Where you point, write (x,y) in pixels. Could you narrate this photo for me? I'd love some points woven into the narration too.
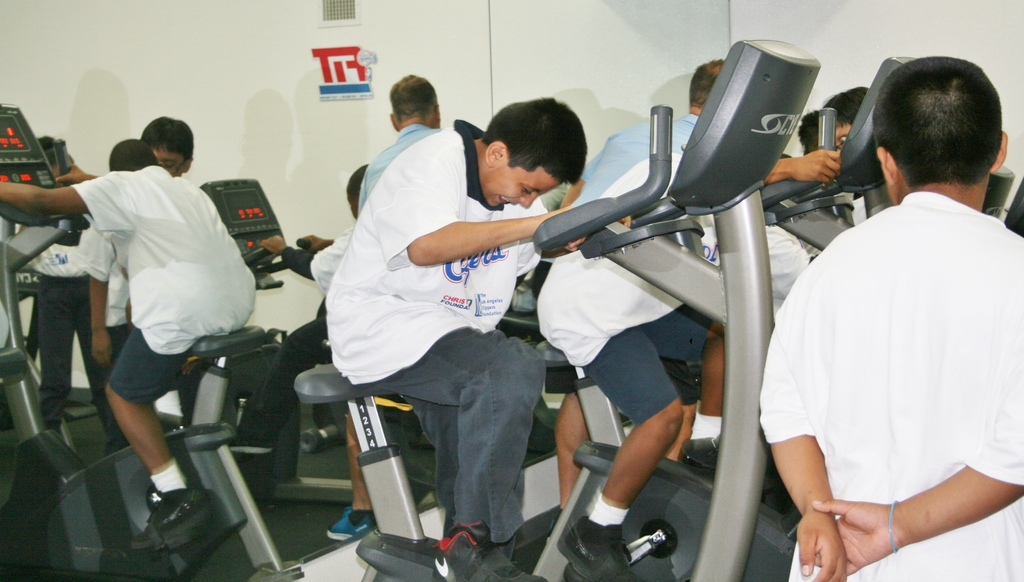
In this image I see few exercise cycles (233,333) on which there are few people (403,181) and I see the wall (296,154) in the background (486,106) which is of white in color and I see a red and blue color thing (359,62) over here.
